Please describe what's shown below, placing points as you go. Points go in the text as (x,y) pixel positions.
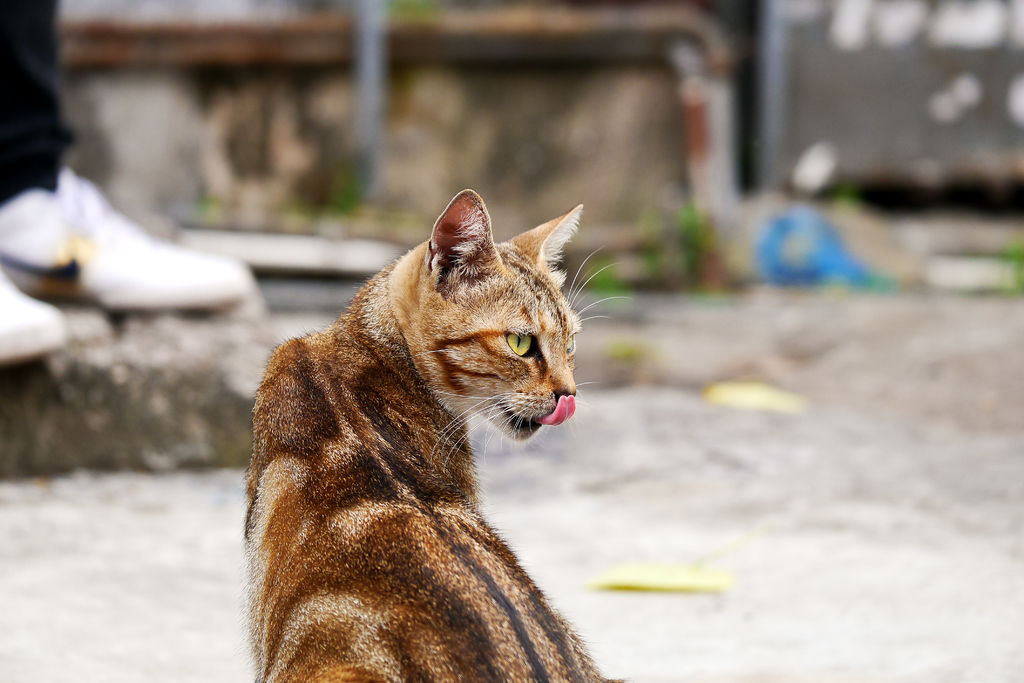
In this image I can see a cat (442,632) which is in black brown and white color. Back Side I can see rock (116,380) and white color shoe (114,271) is on it. Background (985,207) is blurred.
